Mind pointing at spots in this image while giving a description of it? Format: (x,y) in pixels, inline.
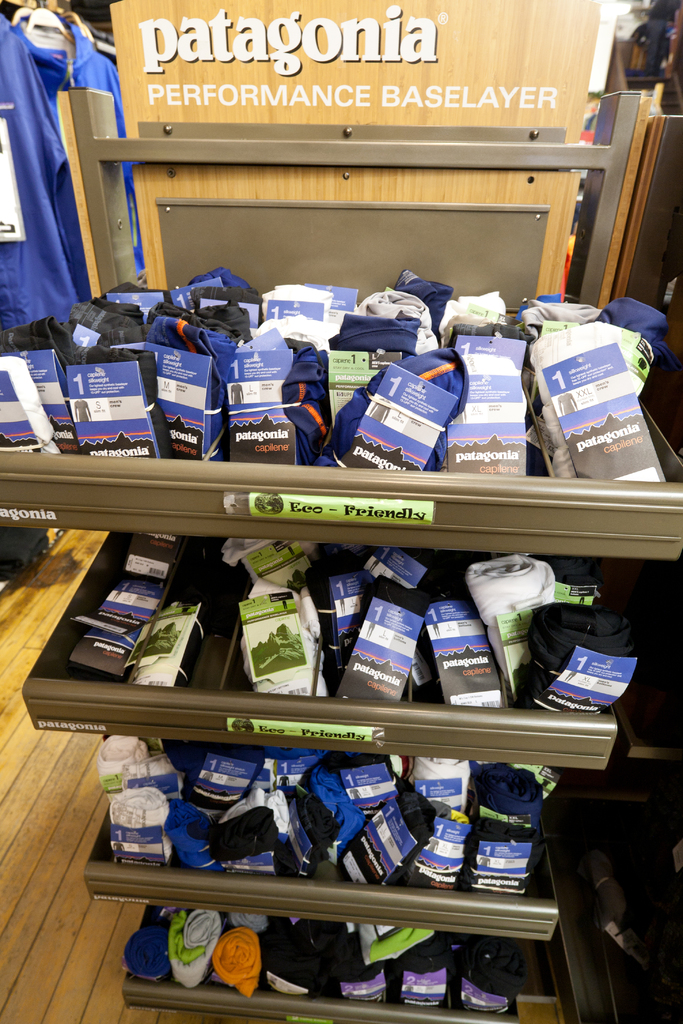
In this image I can see few clothes (308,418) in the racks (279,263). I can see few clothes (29,36), board (361,5) and few objects (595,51).
